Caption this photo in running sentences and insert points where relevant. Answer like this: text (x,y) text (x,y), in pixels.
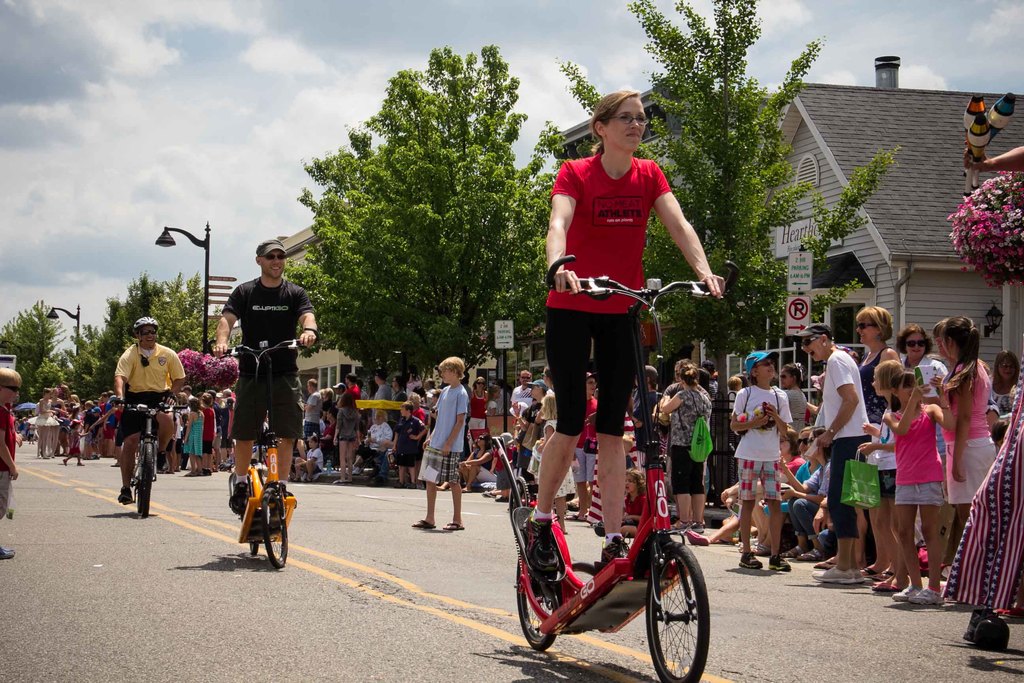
The picture is clicked on the street (335,492) of a city (196,418). In the foreground of the picture (270,472) there are people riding bicycle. In the center of the picture (430,396) there are kids (406,405) and other objects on the road (381,511). In the background (476,220) there are trees (862,194), houses (840,192), flowers (976,211), street light (166,245) and other objects (973,148). Sky (542,100) is bit cloudy.
